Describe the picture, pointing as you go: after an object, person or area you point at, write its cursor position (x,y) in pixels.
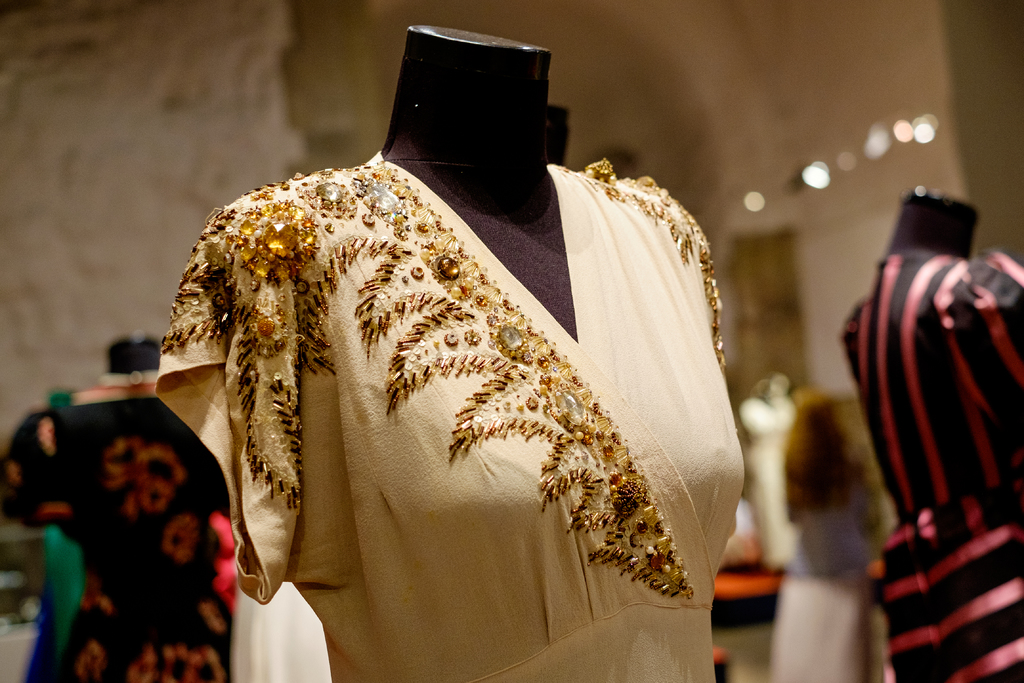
In this picture we can see mannequins (306,557), dressed and in the background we can see the lights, some objects (770,305) and it is blurry.
